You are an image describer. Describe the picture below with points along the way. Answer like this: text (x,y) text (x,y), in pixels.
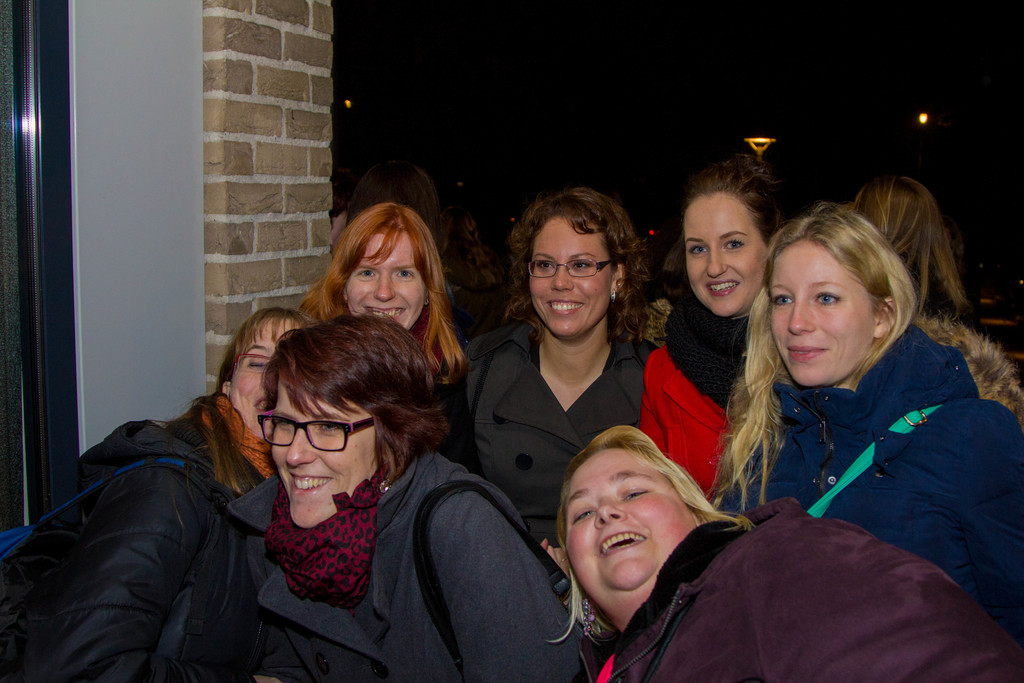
In this image there are a group of persons (541,496) are standing at bottom of this image (592,472) as we can see there is a wall (163,227) at left side of this image (169,256) and there is a light (760,136) at top of this image (760,158).
